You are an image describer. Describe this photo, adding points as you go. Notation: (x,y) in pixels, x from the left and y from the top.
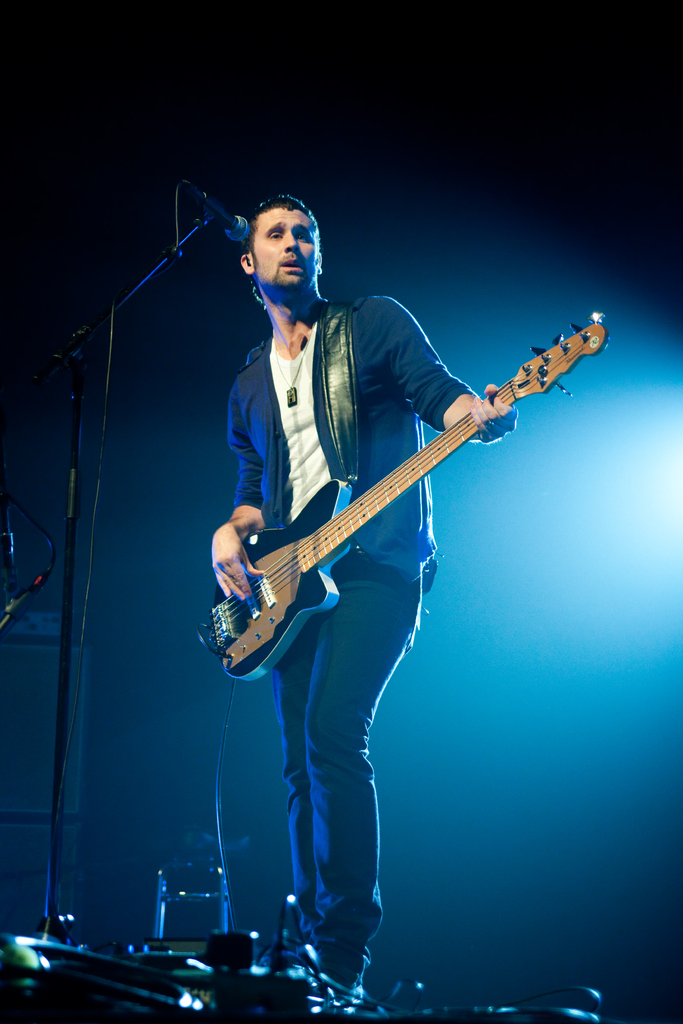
In the picture, a man (296,343) is standing he is wearing a guitar (319,596) around his shoulders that is a mic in front of him, so he is also singing the background (597,465) is covered with very bright light (562,486).
